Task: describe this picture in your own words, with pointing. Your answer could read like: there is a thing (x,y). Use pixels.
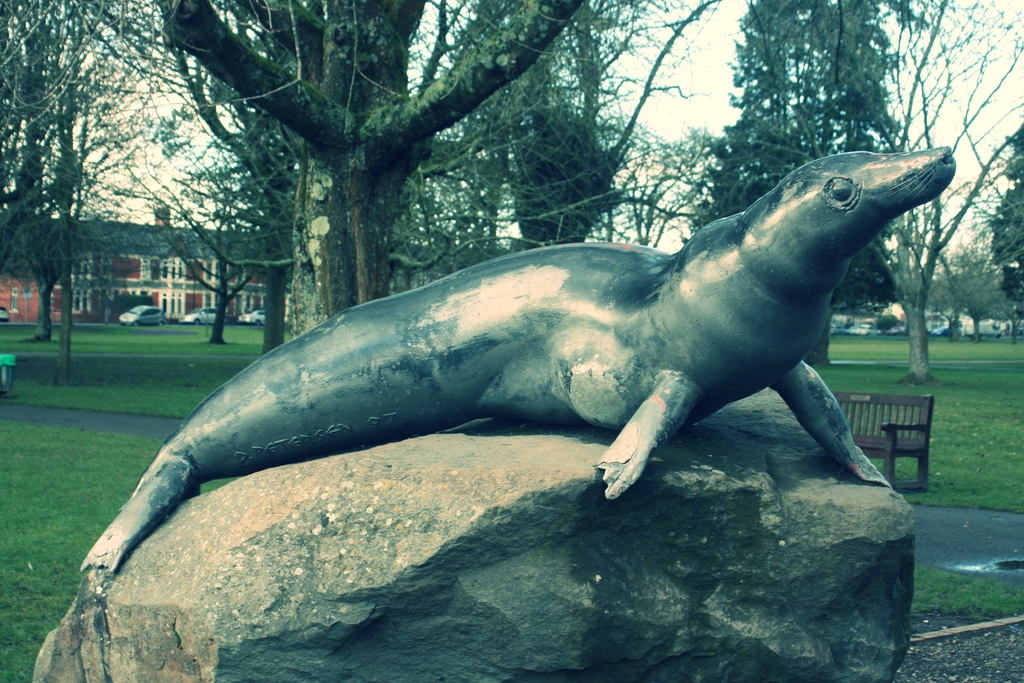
In this image we can see a statue (562,370) on the rock (605,529), in the background (925,427) there is a bench (874,437) on the ground (985,411) and there are few trees (415,153), a building (188,282), few cars (251,320) in front of the building (173,283) and the sky (720,67).
